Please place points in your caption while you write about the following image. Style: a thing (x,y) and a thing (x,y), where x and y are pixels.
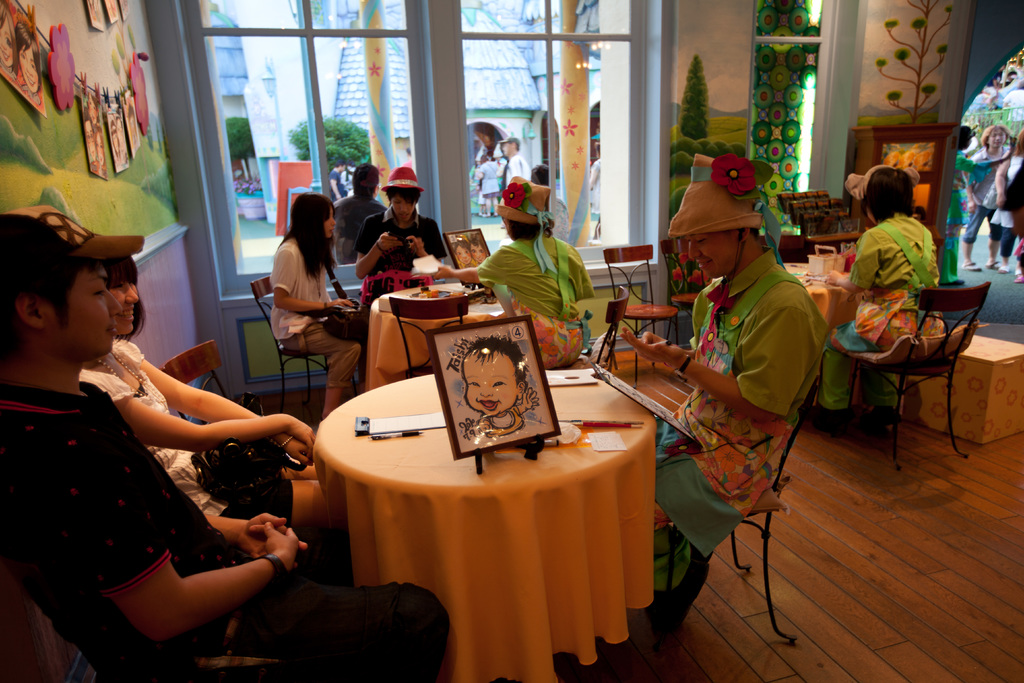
This image is taken in this inside a room (399,523). There are few people (302,343) in this room (313,366), they are sitting on the chairs (773,626) and few (963,176) are standing on the road (996,293). In the right side of the image (1004,659) there is a floor (898,511). In the left side of the image (184,544) two people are sitting on the chairs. In the middle of the image (567,430) there is a table (449,654) and on top of that there is a table cloth (553,464), a photo frame (519,419) and there are few things (583,424) on it. In the background (167,63) there is a wall (163,100) with a window (558,99) and the paintings (914,71) on the wall (925,79).
